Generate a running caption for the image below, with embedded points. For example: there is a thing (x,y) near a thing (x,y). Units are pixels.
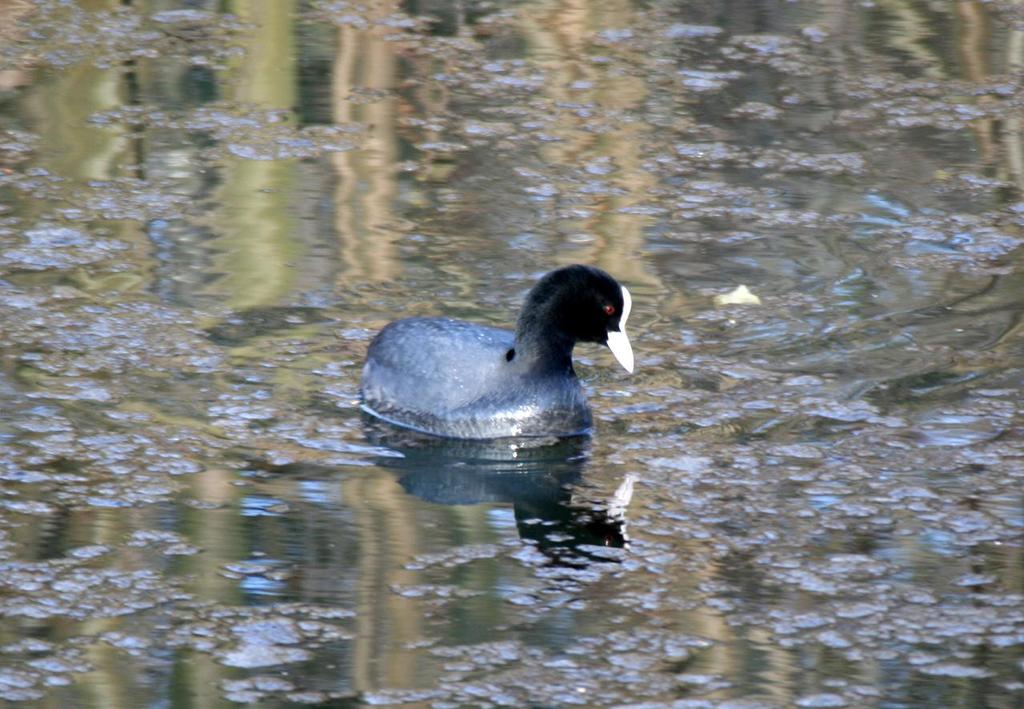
In this image there is a duck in the water (319,400).
